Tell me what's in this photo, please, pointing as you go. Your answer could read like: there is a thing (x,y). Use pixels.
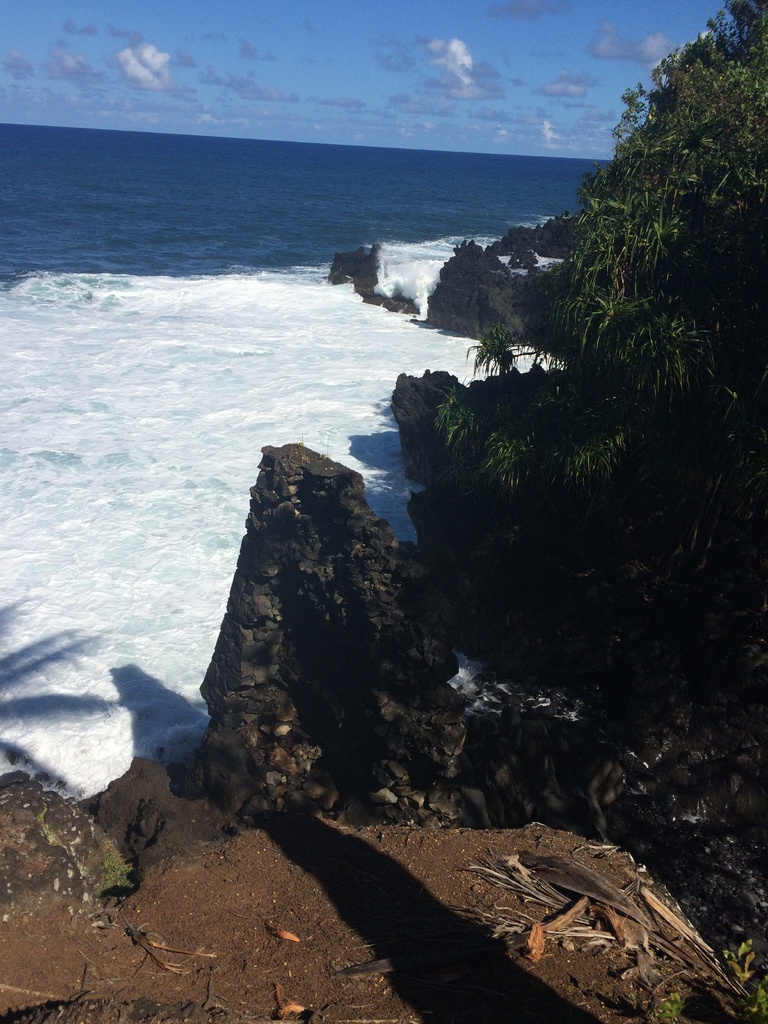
In this image there is the water (186,314). To the right (708,691) there are rocks (491,657). There are plants (662,242) on the rocks (612,680). At the top (311,52) there is the sky (326,37).
